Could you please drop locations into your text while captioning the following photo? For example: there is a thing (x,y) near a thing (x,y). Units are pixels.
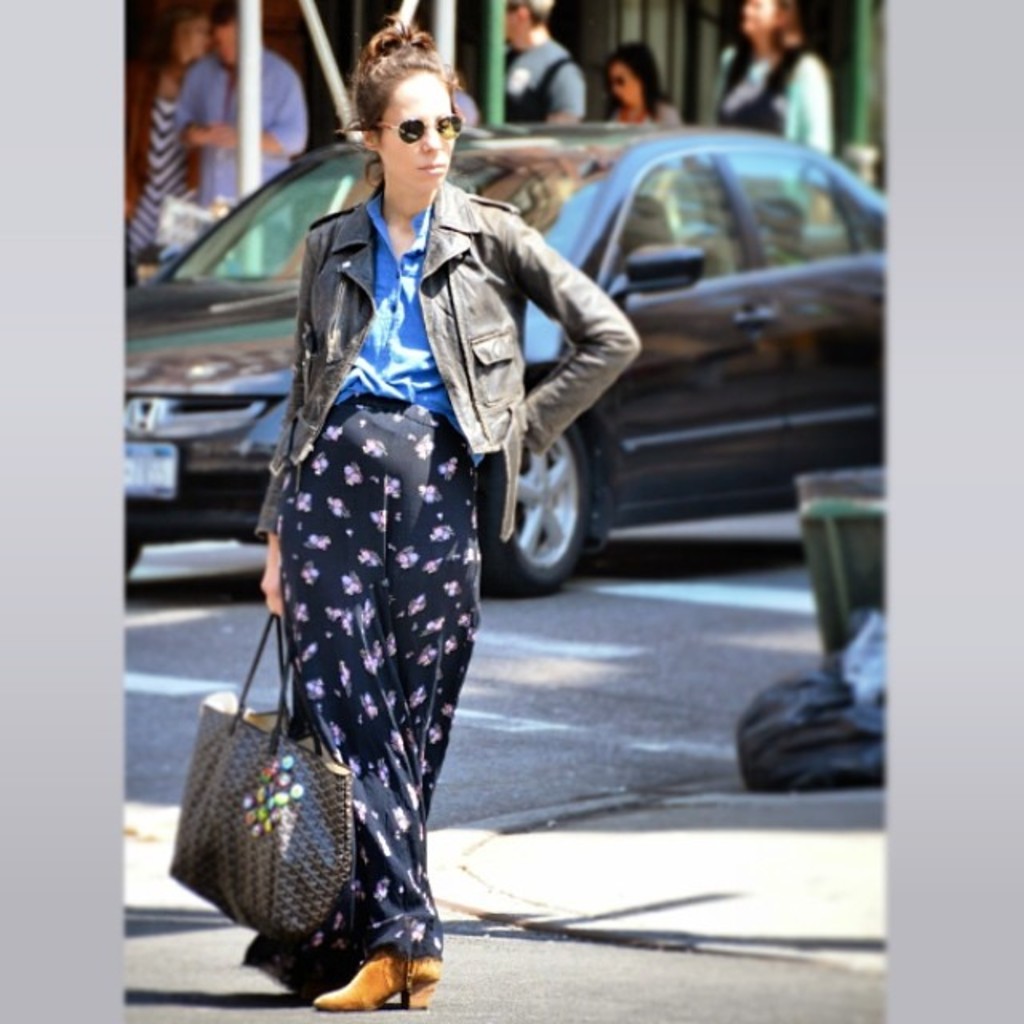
In front of the image there is a lady (393,693) standing and holding a bag (281,703) in her hand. And she kept goggles (444,129). In the background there is a car (784,269). Behind the car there are poles (341,121) and also there are few people (537,108) standing. On the right side of the image (846,770) there are garbage bags (863,735).
